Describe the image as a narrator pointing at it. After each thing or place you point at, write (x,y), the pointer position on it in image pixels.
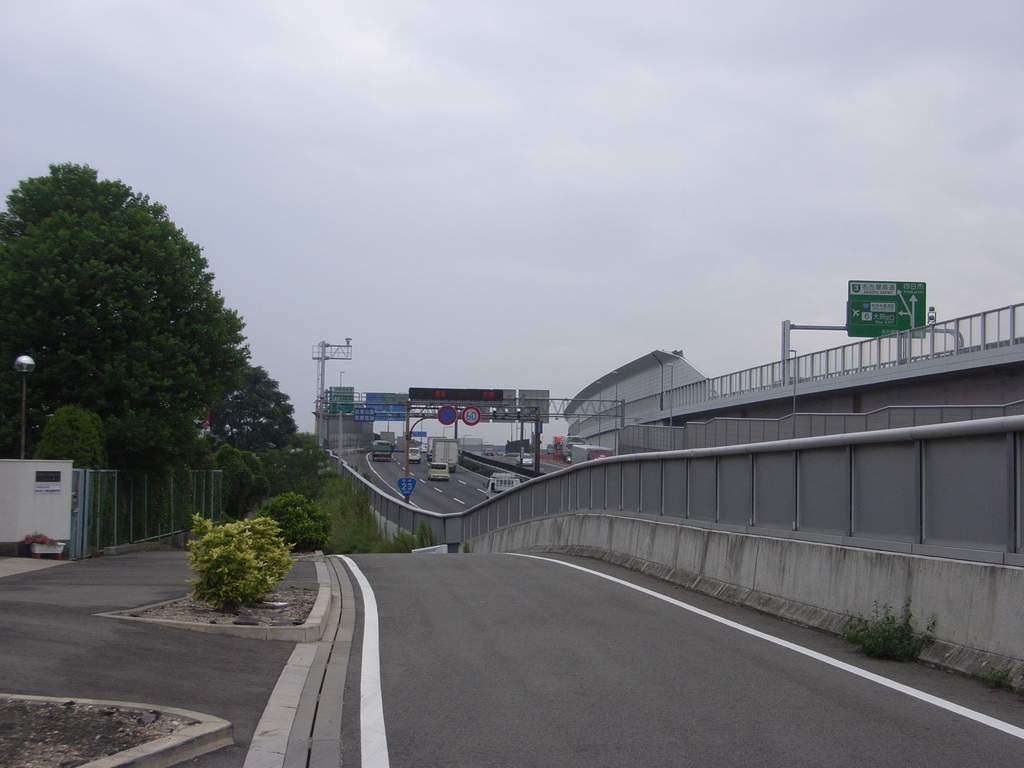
In this image, we can see vehicles (389,443) on the road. There are sign boards (475,394), name boards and we can see a bridge (931,398). In the background (211,437), there are trees (234,465) and we can see a fence (117,489) and there are plants (259,566). At the top (600,123), there is a sky (678,193).
